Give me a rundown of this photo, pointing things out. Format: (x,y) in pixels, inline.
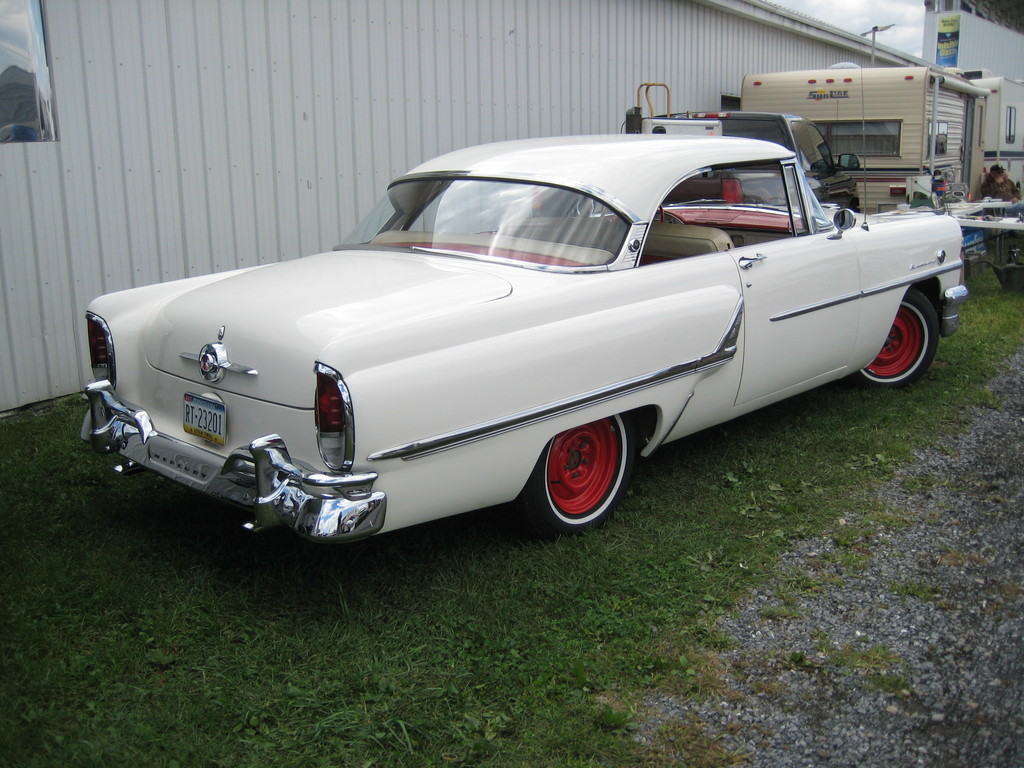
In this image there is a vehicle (492,298) parked on the surface of the grass (505,617). On the right side of the image (990,182) there is a person (988,195) and there are some other objects (920,157). In the background (204,105) there is a shed (261,115) with metal (300,152).
